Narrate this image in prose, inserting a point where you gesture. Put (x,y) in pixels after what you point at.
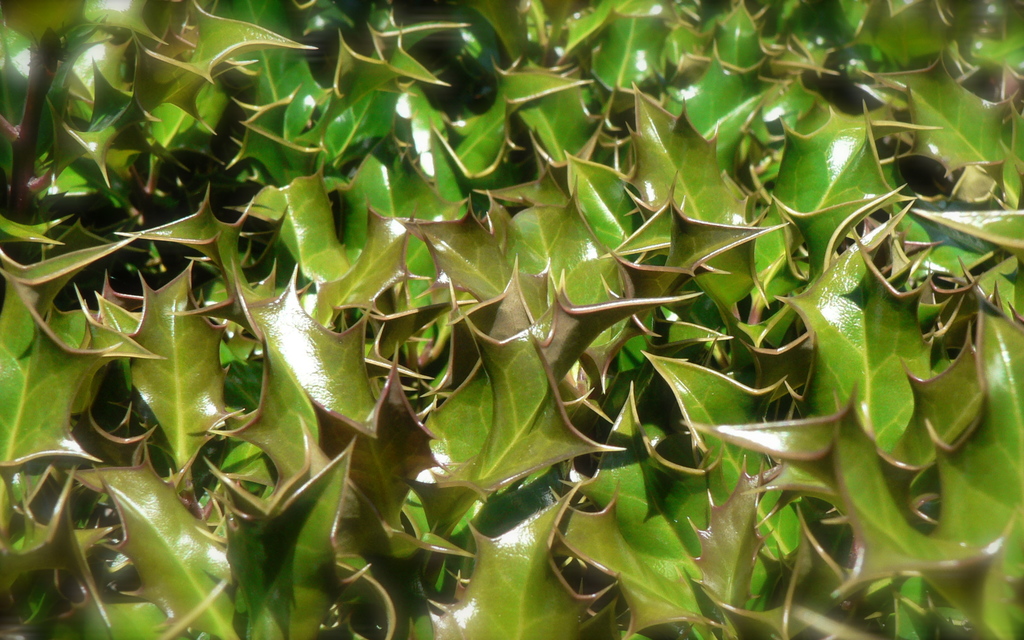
In the picture I can see green color leaves (414,320).
